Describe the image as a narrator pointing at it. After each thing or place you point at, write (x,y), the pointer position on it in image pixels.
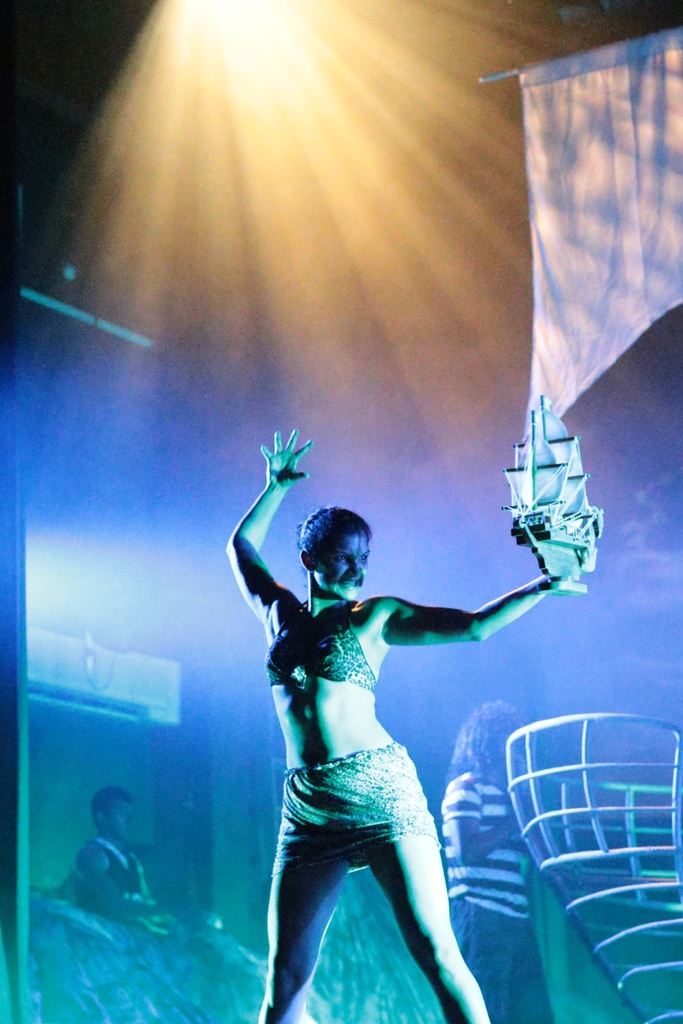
In this image I can see a person (408,624) standing and holding something. Back I can see few people (464,792), white flag (597,114) and purple, green yellow and white color lighting (315,335).
